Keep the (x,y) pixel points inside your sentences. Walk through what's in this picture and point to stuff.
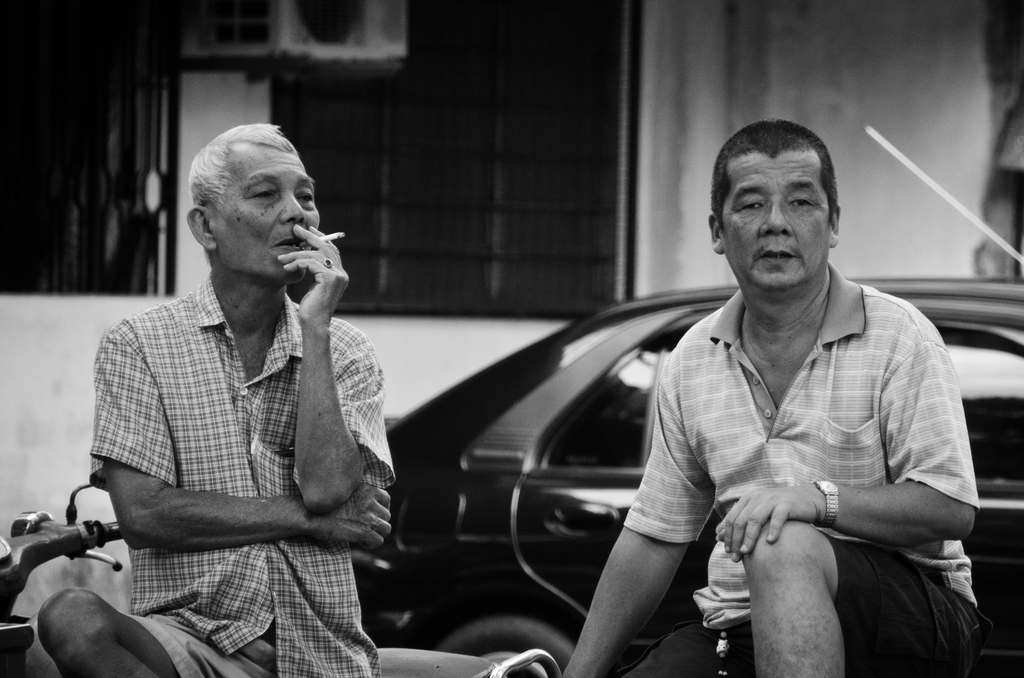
This is a black and white picture, in this image we can see two persons (316,370), among them, one person (315,390) is smoking, also we can see the vehicles (582,521) and in the background (582,217) we can see a building (503,224).
